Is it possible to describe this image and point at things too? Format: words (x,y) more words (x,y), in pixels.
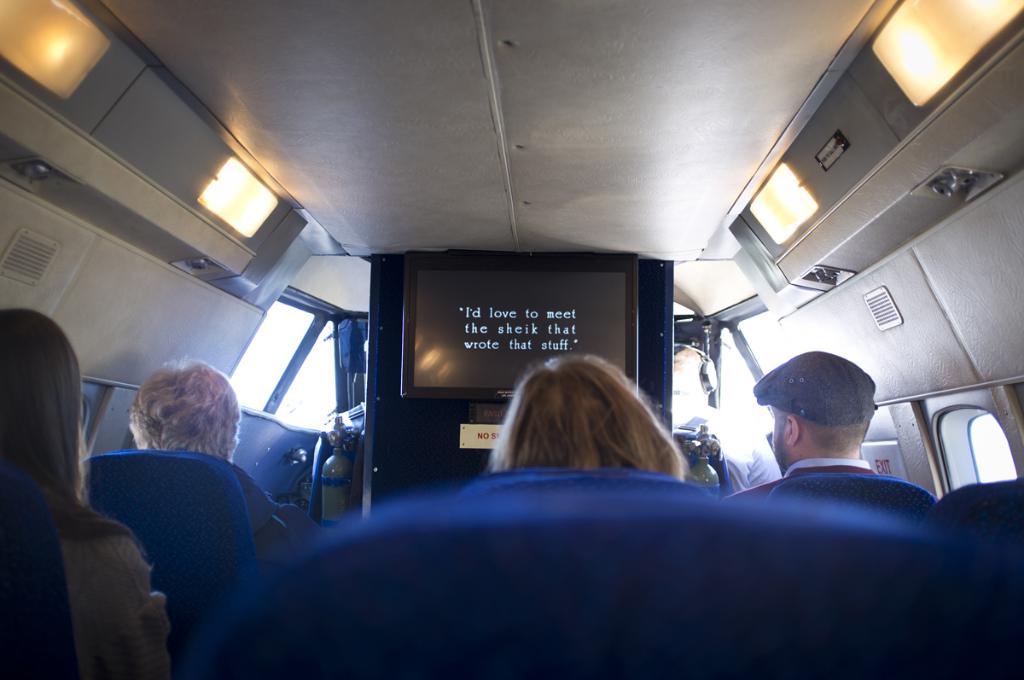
In this image we can see there are people (301,519) sitting on the seats (605,522) and it looks like a vehicle (505,243). And there is a board (459,402) with T. V (470,313). And at the side there are lights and extinguisher (327,497).
